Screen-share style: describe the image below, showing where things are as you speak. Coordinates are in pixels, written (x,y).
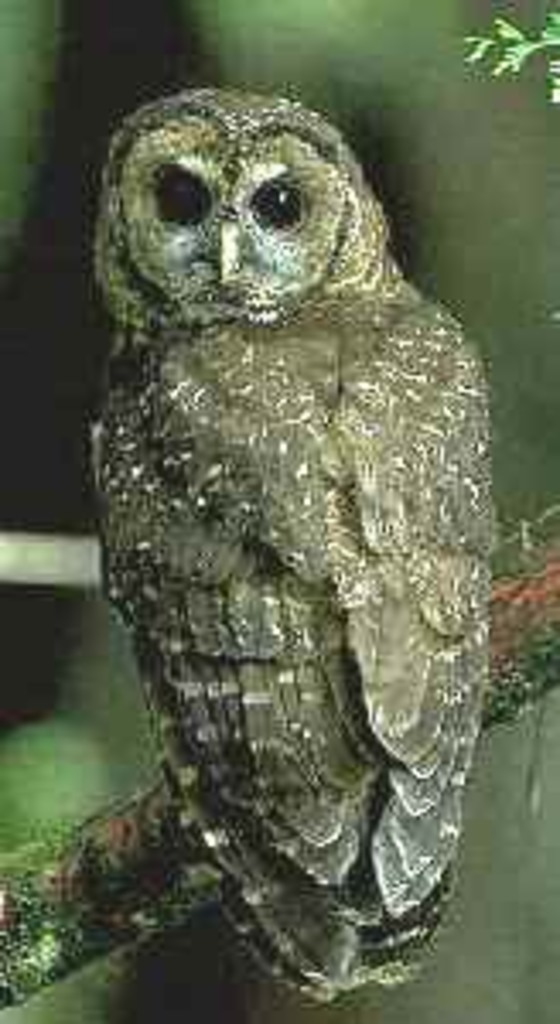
In this picture I can see in the middle (229,381) there is an owl (247,420).
